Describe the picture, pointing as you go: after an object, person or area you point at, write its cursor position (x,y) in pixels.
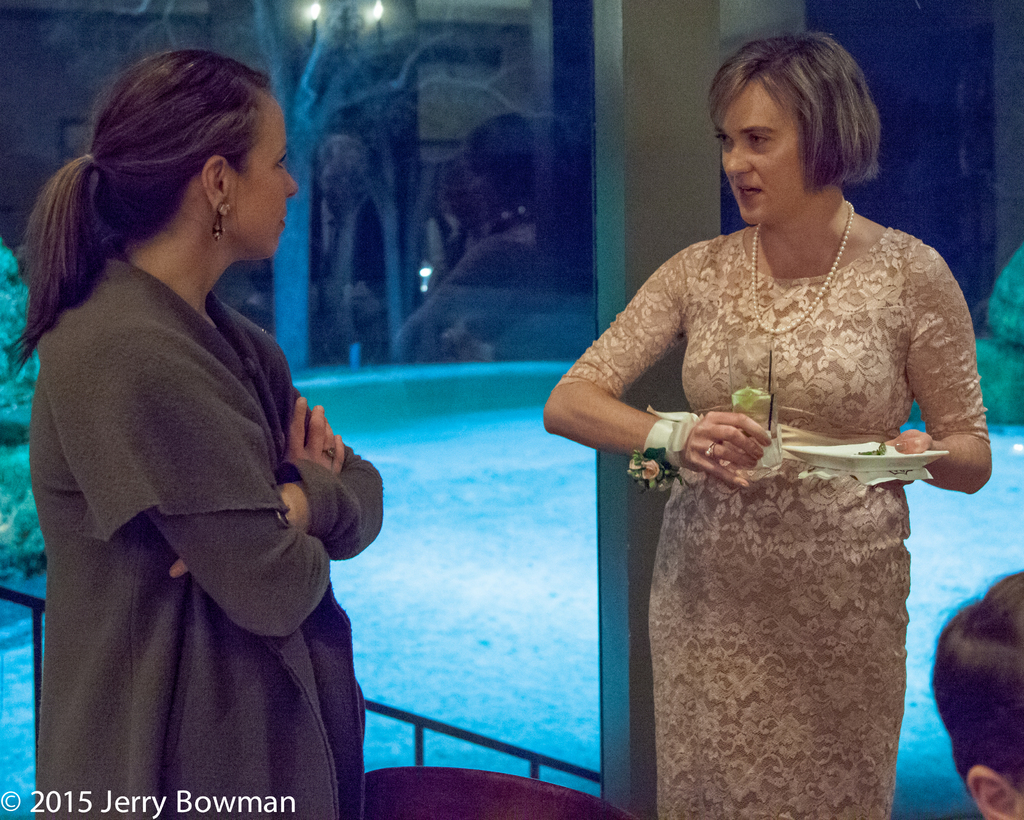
In this image in the foreground (958,372) there are two women (958,372) standing and one woman (689,429) is holding a plate (878,457) and glass (776,450), and at the bottom of the image (989,636) there is one person's head (968,721) is visible and text (275,798) and some object (500,795). And in the background (387,78) there are lights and glass windows (453,339), and through the window (445,509) we could see reflection (435,236) of some persons (505,231). And in the center (469,434) there is some light (510,414) and some objects (993,399) in the background (495,422).
